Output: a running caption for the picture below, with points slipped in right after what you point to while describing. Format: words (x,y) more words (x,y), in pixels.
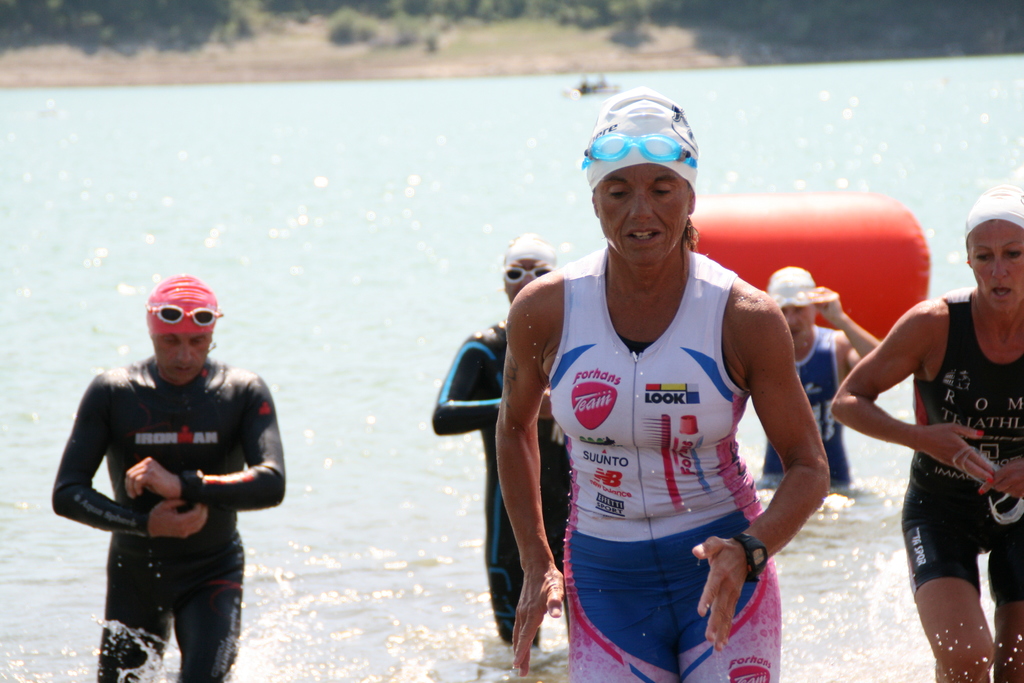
In this image we can see some people (509,346) in the water (44,99) and in the background (357,37) there are some plants (397,43) and trees (127,44).
